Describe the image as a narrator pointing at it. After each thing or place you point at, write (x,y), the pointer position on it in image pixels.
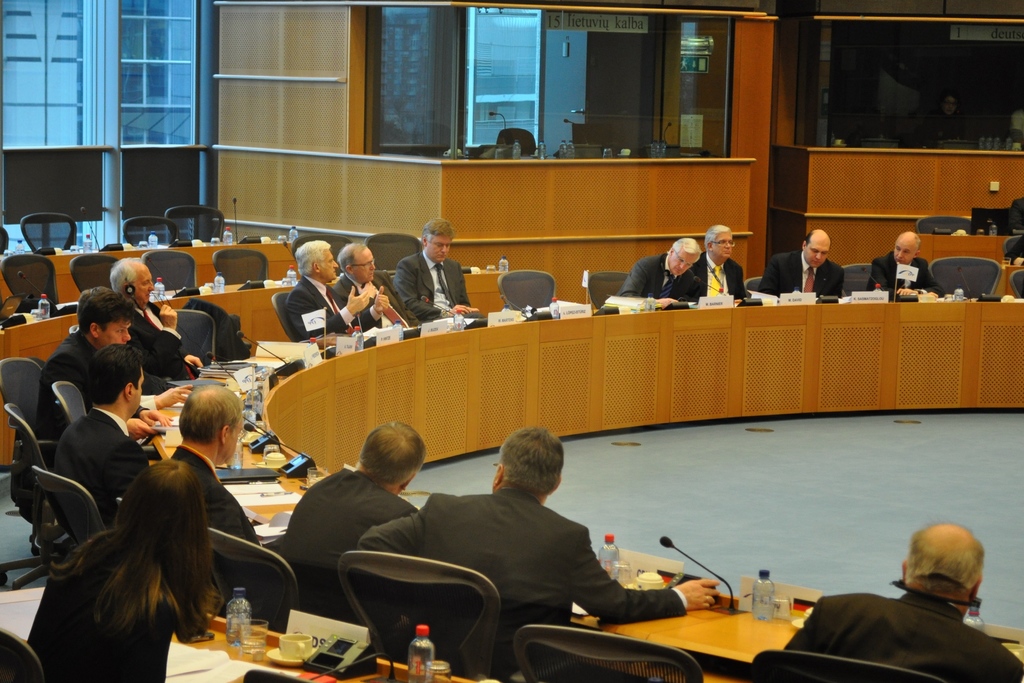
As we can see in the image are few people (167,328) sitting on chairs (62,222) and there are tables (1,340). On tables (399,676) there are bottles (416,676) cups (299,638), saucers (301,657), papers (171,667) and mics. Outside the window (482,94) there is a building (138,27).
